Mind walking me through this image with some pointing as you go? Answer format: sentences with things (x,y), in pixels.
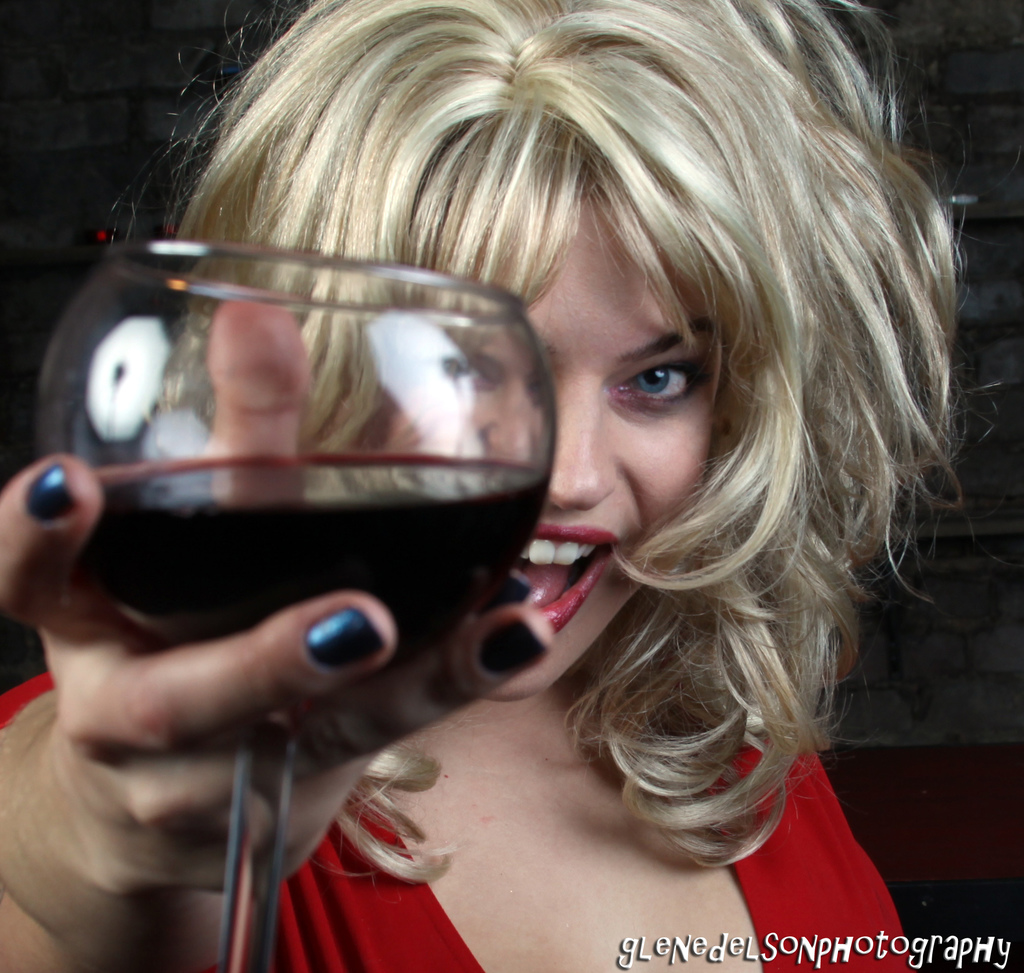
In this picture there is a girl (574,166) who is holding a glass (256,887), filled with some liquid (366,569).
